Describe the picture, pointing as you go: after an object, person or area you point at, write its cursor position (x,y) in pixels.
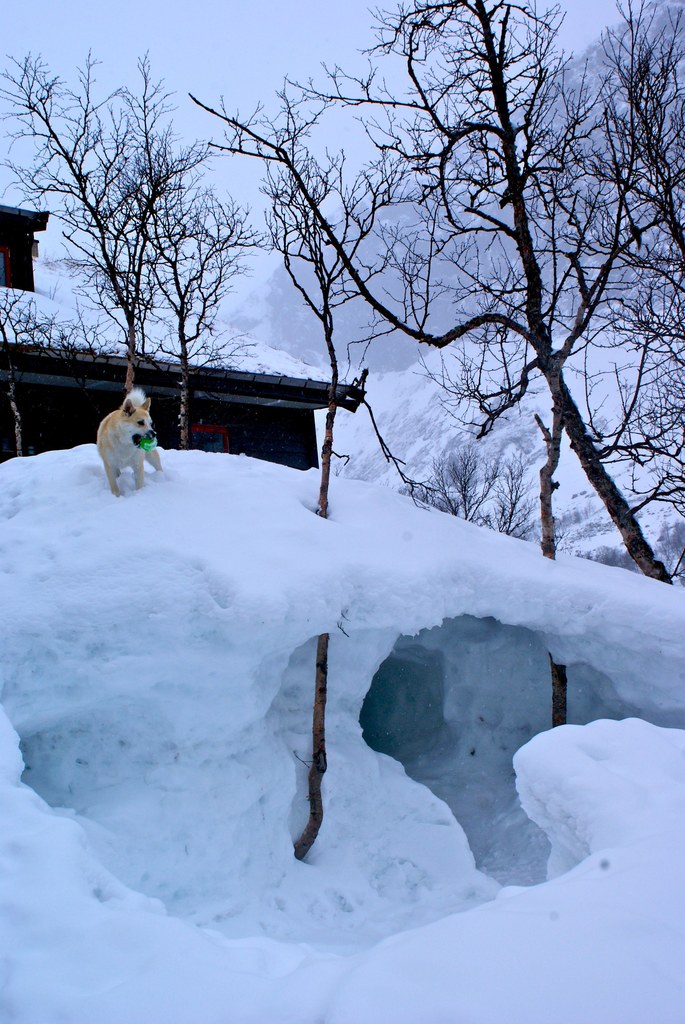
In this image I can see the dog (112,455) on the snow (178,565). The dog (109,447) is in white and brown color. In the background (255,421) I can see the house (159,424), many trees (407,326) and sky (184,131).
